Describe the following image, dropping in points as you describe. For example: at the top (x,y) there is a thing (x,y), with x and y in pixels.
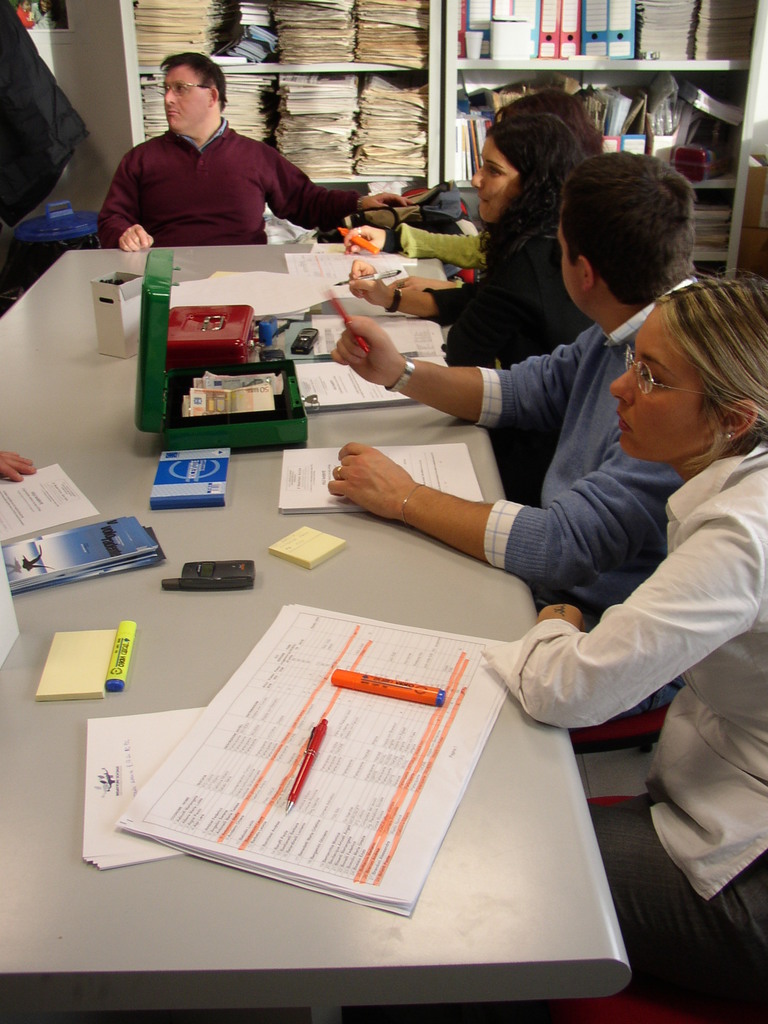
In this image in the front (166,631) there is a table (336,604), on the table (117,413) there are papers (290,729), pens (309,771), books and there are objects (202,334) which are red, green and black in colour and there are persons (184,132) sitting in the center (437,491). In the background (270,60) there are shelves (434,50), in the shelves (298,53) there are papers (247,113) and files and there is a wall (104,76). On the left side (21,120) there is an object (21,136) which is black in colour. There is blue colour object (63,231) on the floor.
